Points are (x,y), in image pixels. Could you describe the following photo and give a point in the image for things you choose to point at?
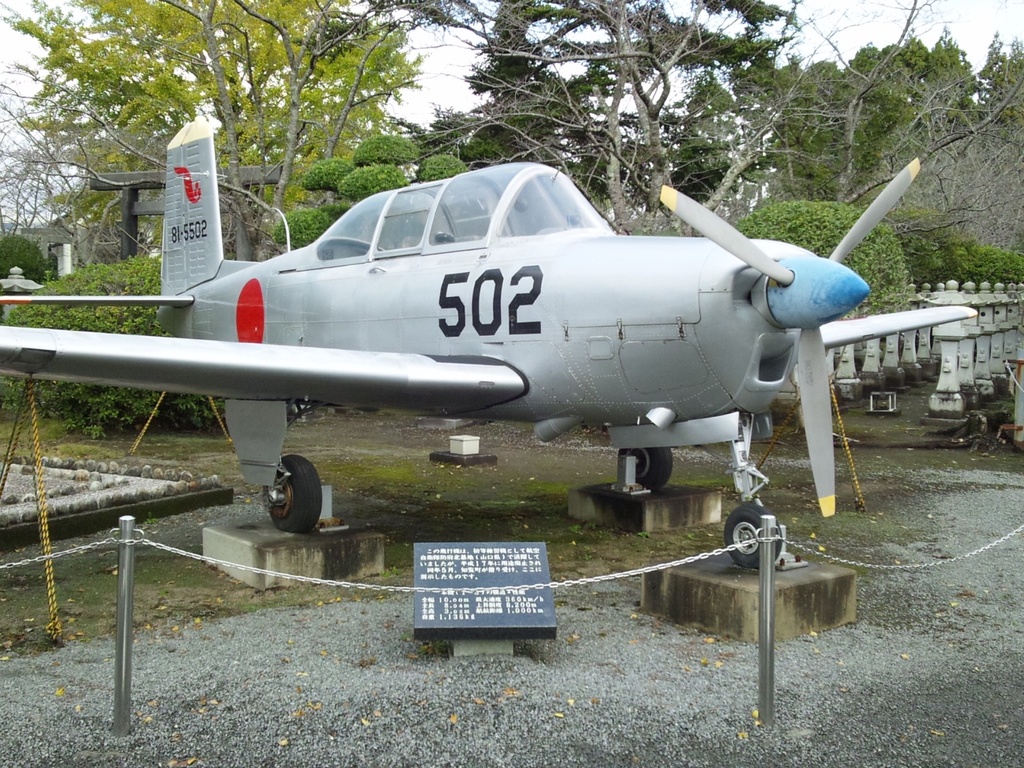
In this there is an airplane (626,403) which is in grey in color. Around it there are poles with chains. In the background (826,82), there are trees (782,107) and sky (805,51).
